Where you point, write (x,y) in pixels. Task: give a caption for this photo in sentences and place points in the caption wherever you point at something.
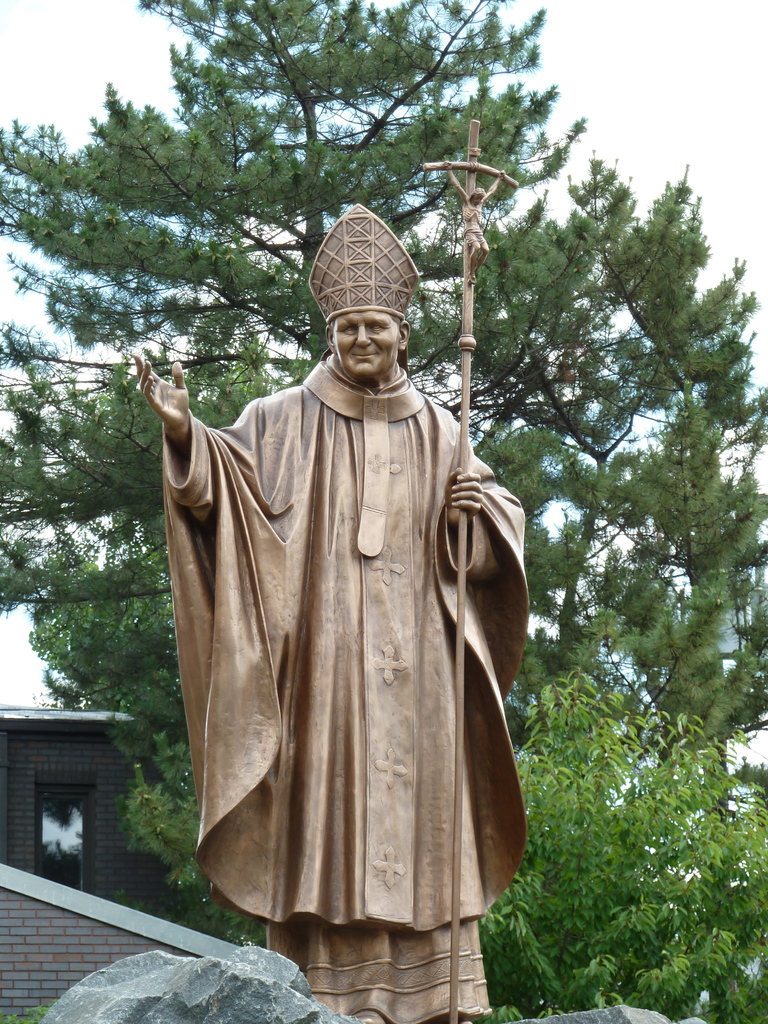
This image consists of a statue (340,613). In the background (662,898), we can see a tree (91,614). At the bottom (274,993), there are rocks (237,975). On the left (37,884), there is a house (56,860). At the top (164,46), there is sky (766,110).
